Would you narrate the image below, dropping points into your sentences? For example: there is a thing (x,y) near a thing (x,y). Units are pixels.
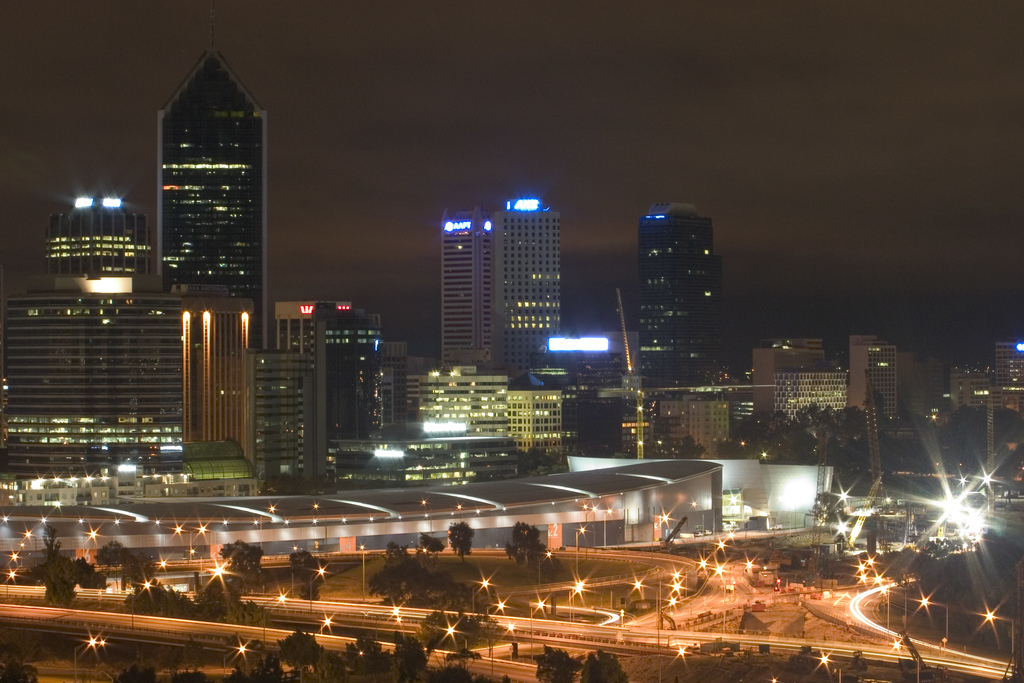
In this image we can see trees (341,672), roads (443,665), buildings (513,511) and the sky (504,146) is in the background (425,174).
